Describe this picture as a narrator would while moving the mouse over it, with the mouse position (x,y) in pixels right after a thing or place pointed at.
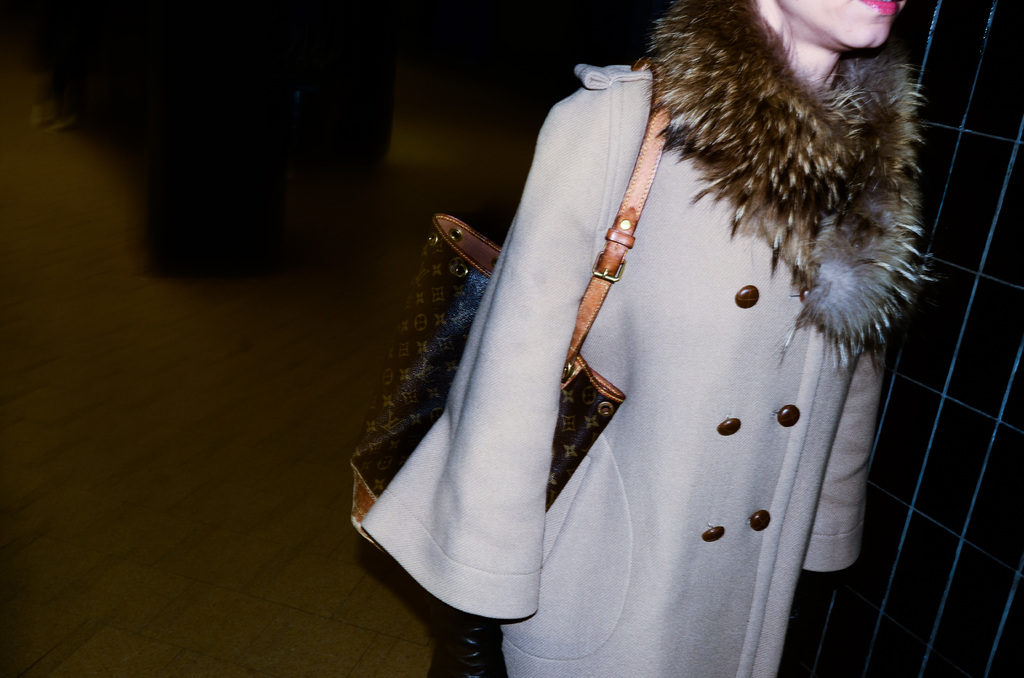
Here in this picture we can see a woman (722,176) standing over a place and she is wearing a fur coat (769,115) and carrying a handbag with her and beside her we can see a gate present over there.
